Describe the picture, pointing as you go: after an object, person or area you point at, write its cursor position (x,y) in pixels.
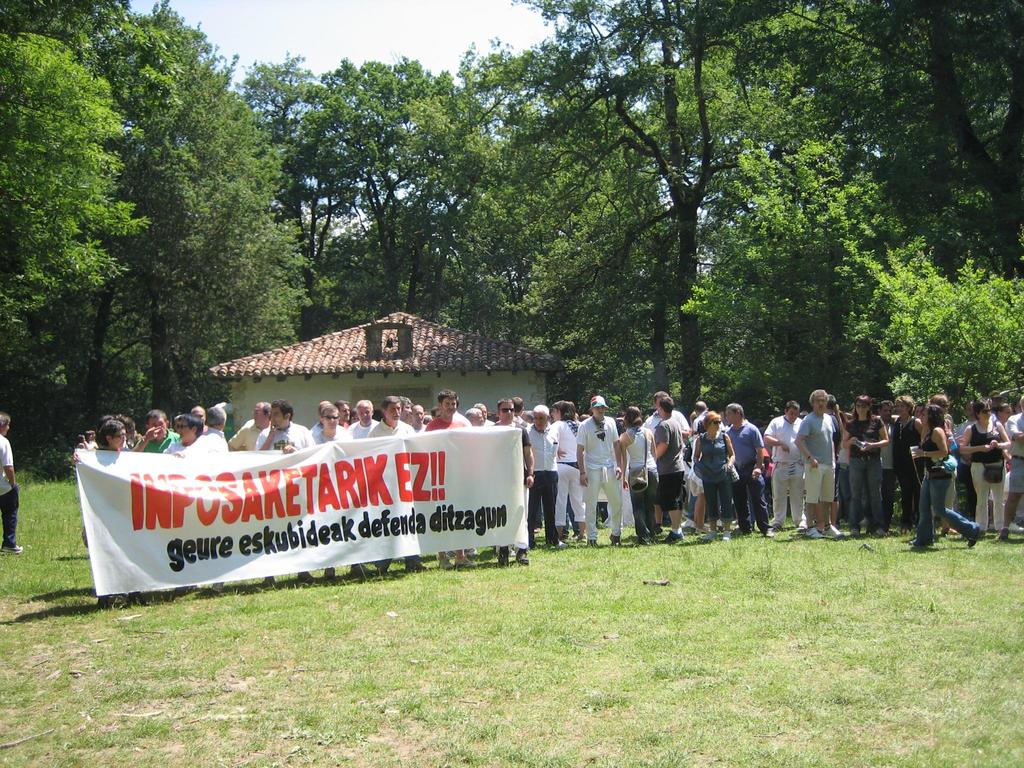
In this picture there are people (879,434), among them few people (326,436) holding banner (426,479) and we can see grass (683,607). In the background of the image (473,339) we can see house (475,370), trees (446,242) and sky (377,9).
